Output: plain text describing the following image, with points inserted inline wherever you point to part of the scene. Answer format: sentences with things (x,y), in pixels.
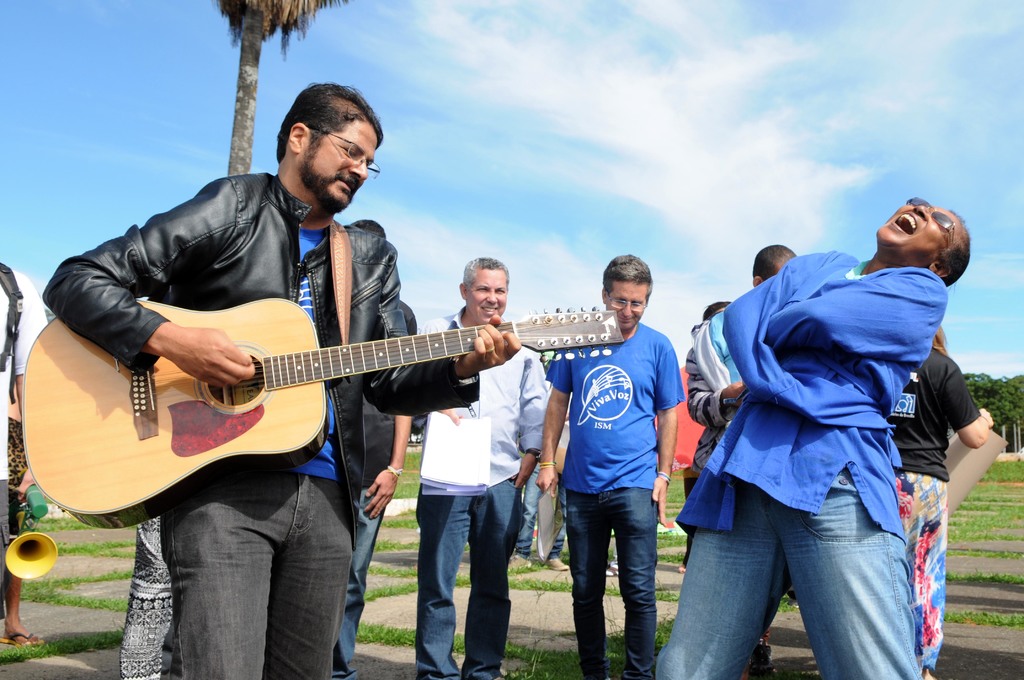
In this image I can see the group of people (361,340) standing. Among them one person (220,240) is holding the guitar (290,436) and another person (855,335) is laughing. At the back (441,85) there is a tree (283,39) and the sky (702,140).
